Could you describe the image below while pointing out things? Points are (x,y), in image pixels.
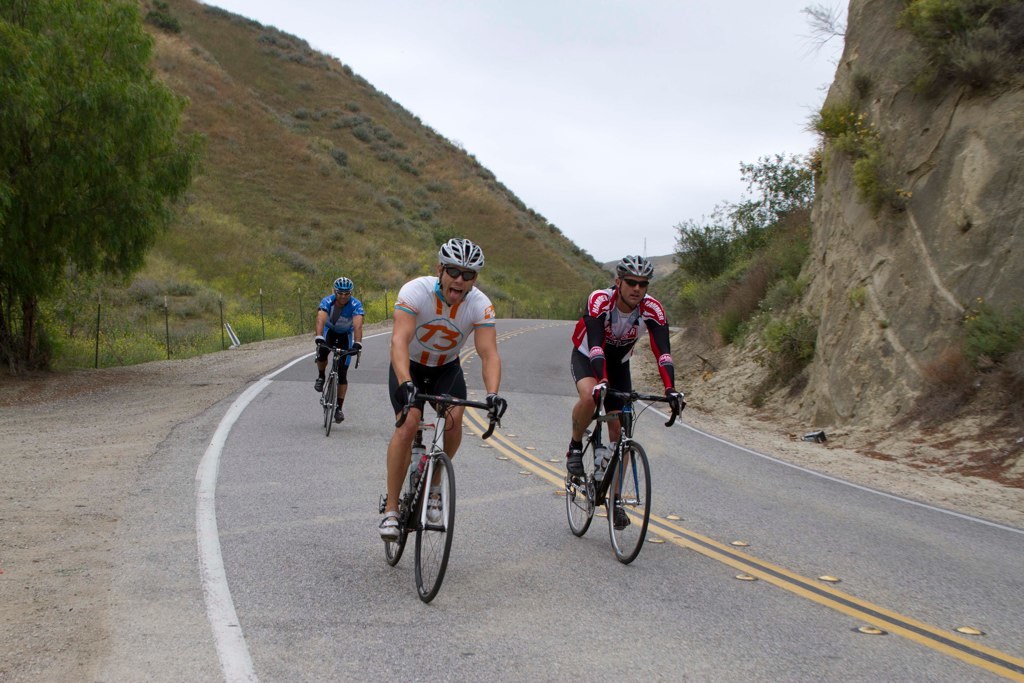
Three people (454,298) are riding bicycle (625,394) on the road (362,422). They are wearing helmet (463,255), glasses (457,272). On either side there are hills (286,133), plants (798,191), trees (100,152). In the left (168,321) there are fences (96,348). The sky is cloudy.
